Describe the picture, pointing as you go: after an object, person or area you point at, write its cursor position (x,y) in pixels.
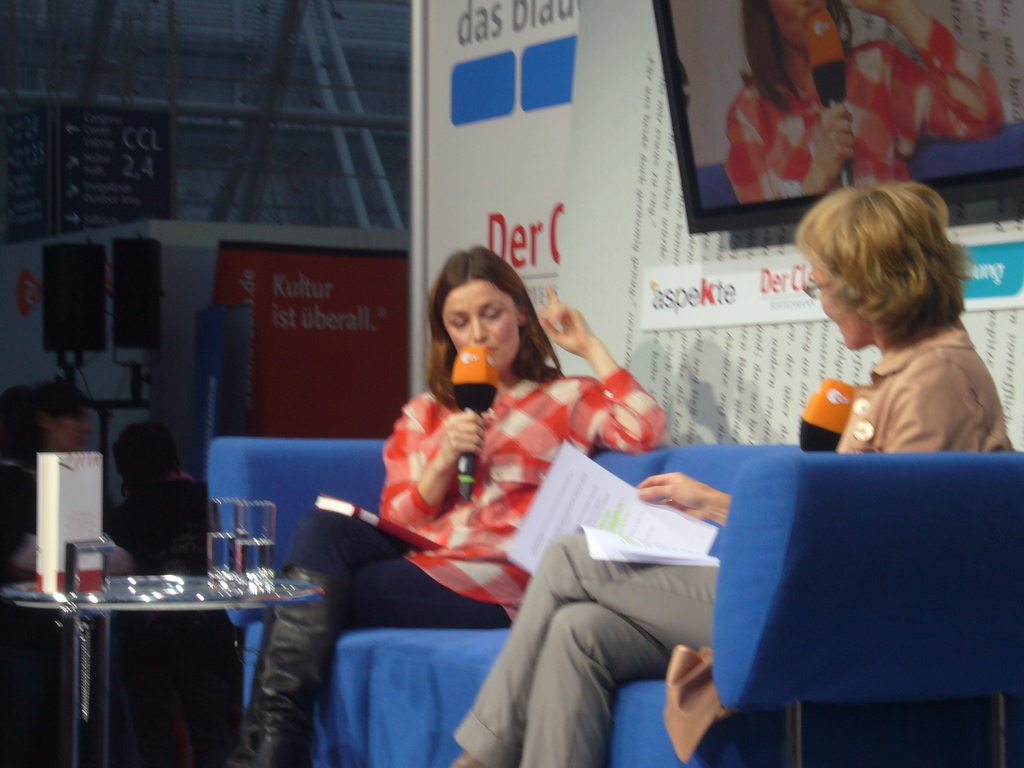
There are two people (546,391) sitting on a sofa (763,587) on a stage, in front of this people (449,500) there is table (147,588) on the table (180,589) there are two water glasses (226,555). Background of this people (596,447) there is a wall (601,208) on the wall (640,233) there is a television (755,95). On the left side (156,455) to this people (468,440) there are the other people (49,445) who are standing on the floor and speaker boxes (85,336).
